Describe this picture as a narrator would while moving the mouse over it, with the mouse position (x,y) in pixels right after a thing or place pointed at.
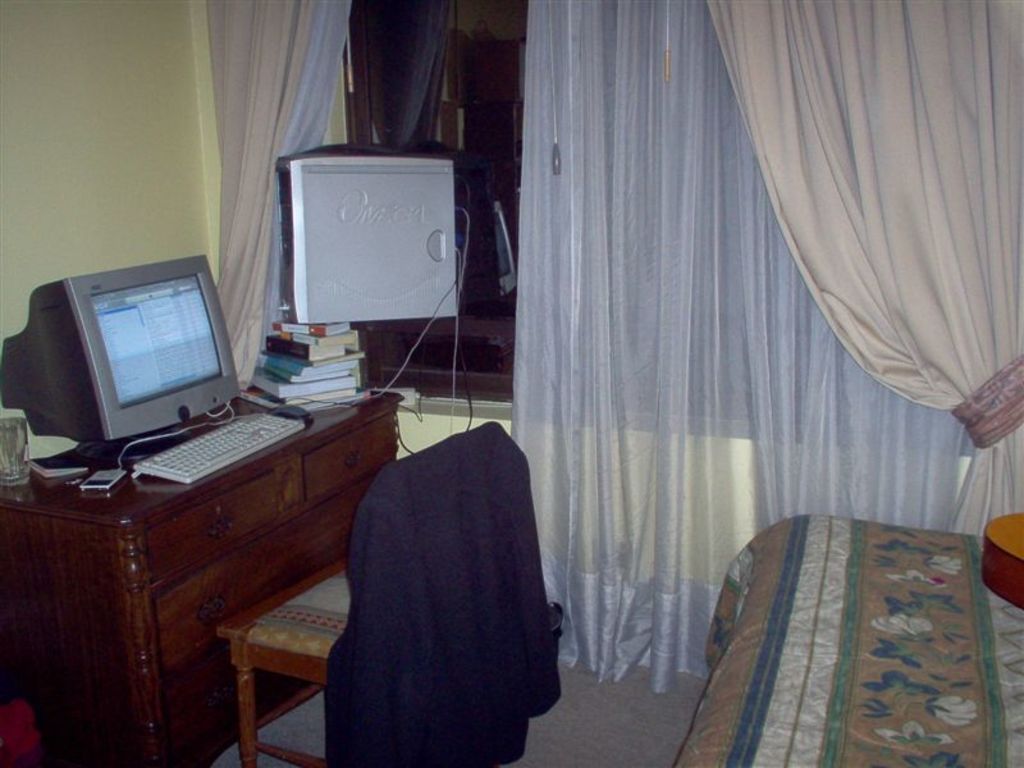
In this image, we can see a brown color table (210,530), on that table (107,464) there is a computer (80,295) and there is a white color keyboard (153,468), there are some books (285,366) on the table (295,523), there is a chair (306,662), at the right side (848,703) there is a bed (877,653), we can see some curtains (755,11).
